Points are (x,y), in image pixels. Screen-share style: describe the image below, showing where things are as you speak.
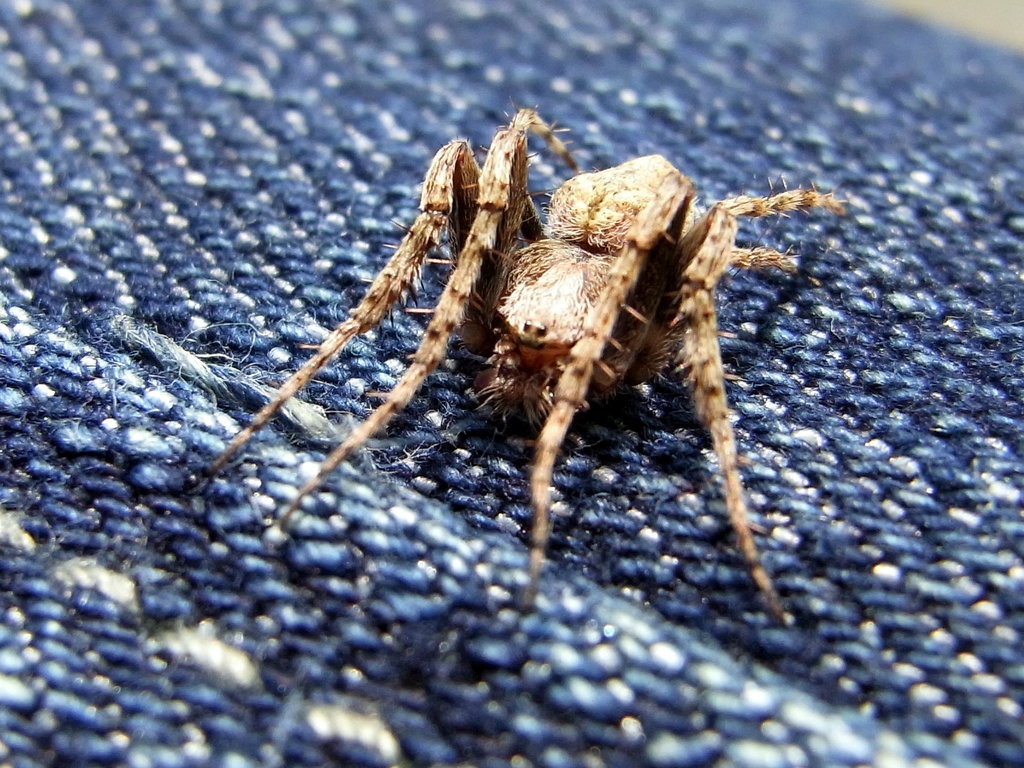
Here we can see an insect (515,130) on the surface (525,518).
